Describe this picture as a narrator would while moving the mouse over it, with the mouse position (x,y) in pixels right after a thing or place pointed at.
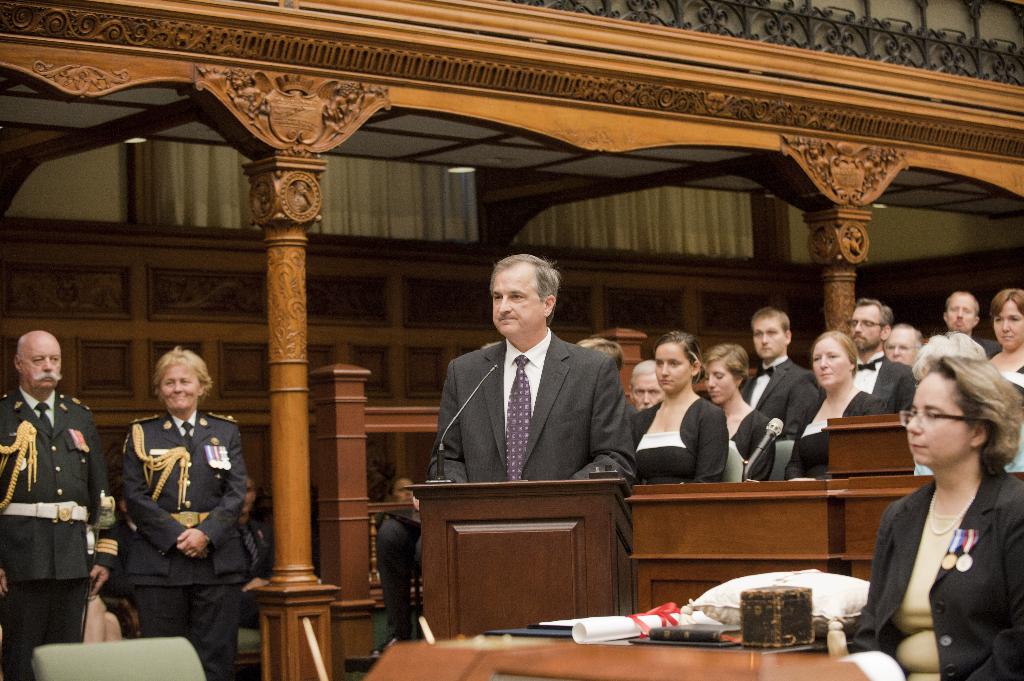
In this image there are group of people (732,390) standing, here the man (554,420) standing in front of him there is a podium (552,485), and microphone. At the back ground (425,219) there is a wooden pillar (288,290), a wooden wall (359,321), a curtain (328,210) and at the top (472,172) there is a light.
